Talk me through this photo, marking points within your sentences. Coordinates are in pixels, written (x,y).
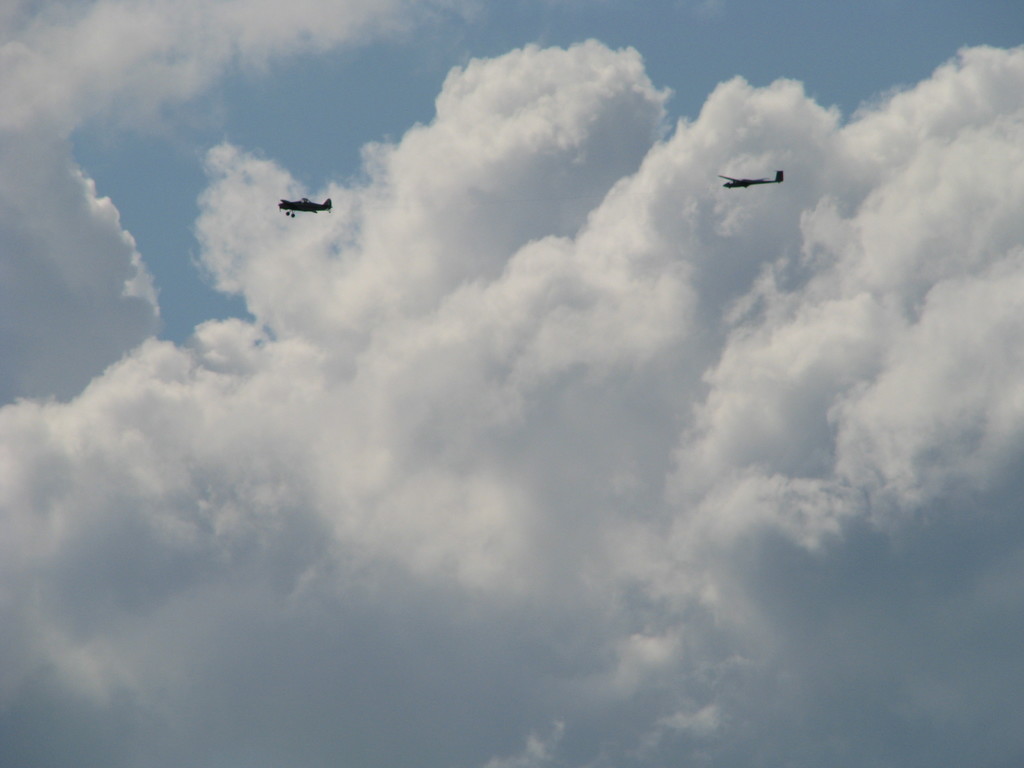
In this image we can see aeroplanes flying in the air (738,47). In the background (739,229) we can see sky (678,44) and clouds (524,200).
